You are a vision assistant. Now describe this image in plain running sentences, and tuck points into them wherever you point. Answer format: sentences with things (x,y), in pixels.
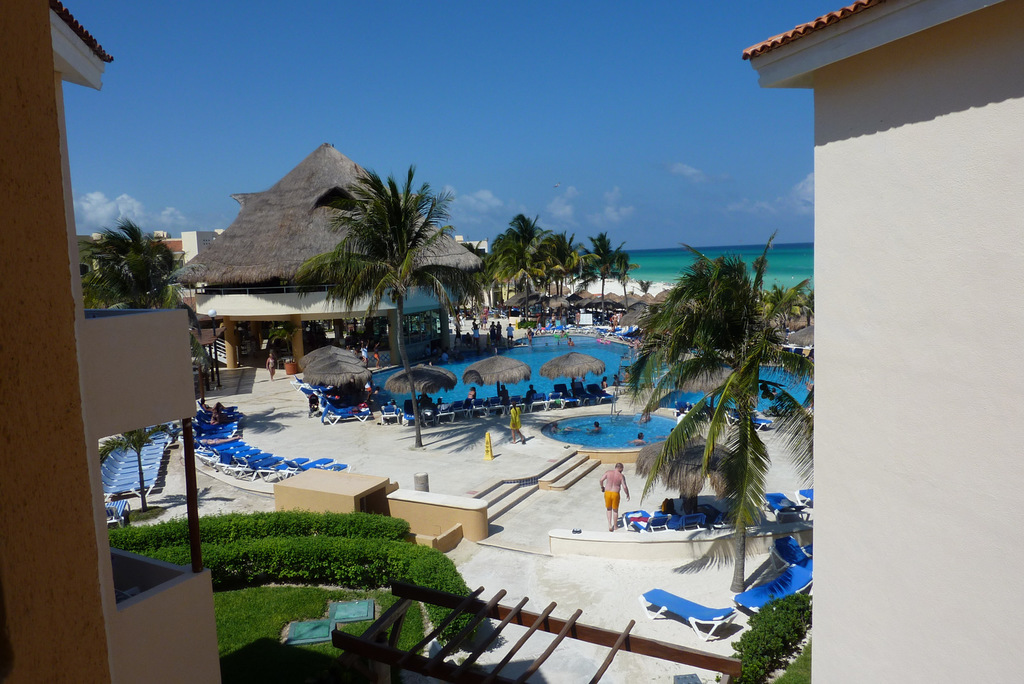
This image is taken outdoors. At the top of the image (352,142) there is a sky (161,172) with clouds (95,206). At the bottom of the image (530,661) there is a floor (510,510) and a ground (318,629) with grass (294,613) and plants (274,558) on it. On the left (61,279) and right sides of the image there are two buildings (819,309). In the middle of the image (537,252) there are a few trees (654,405), a few resting chairs (305,458), a few tents (330,374) and a hut (270,305) with pillars (300,349) and there is a swimming pool (625,357). A few people (423,401) are sitting on the resting chairs (559,390) and a few are walking on the floor (391,428) and there is a sea (738,247).
